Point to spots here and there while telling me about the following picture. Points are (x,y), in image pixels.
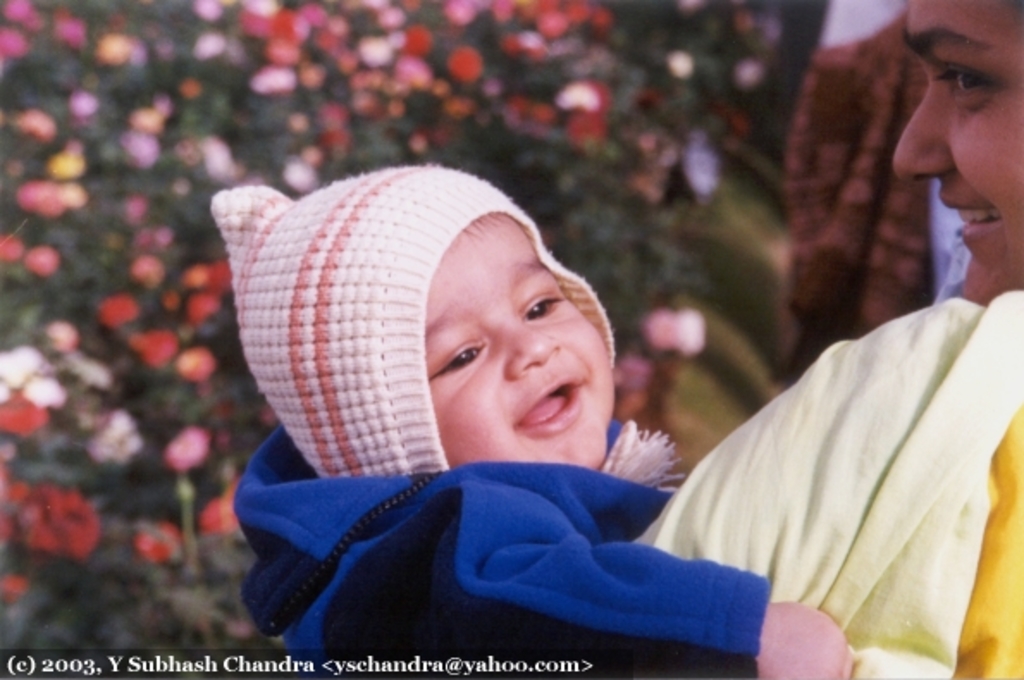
In this image there is a woman (897,488) holding a baby (614,543) in her arms (702,510). The baby (554,454) is wearing a cap (352,339). Background (25,468) there are plants (8,225) having flowers (306,159) and leaves (574,195). Bottom of the image (504,661) there is some text (451,659).
